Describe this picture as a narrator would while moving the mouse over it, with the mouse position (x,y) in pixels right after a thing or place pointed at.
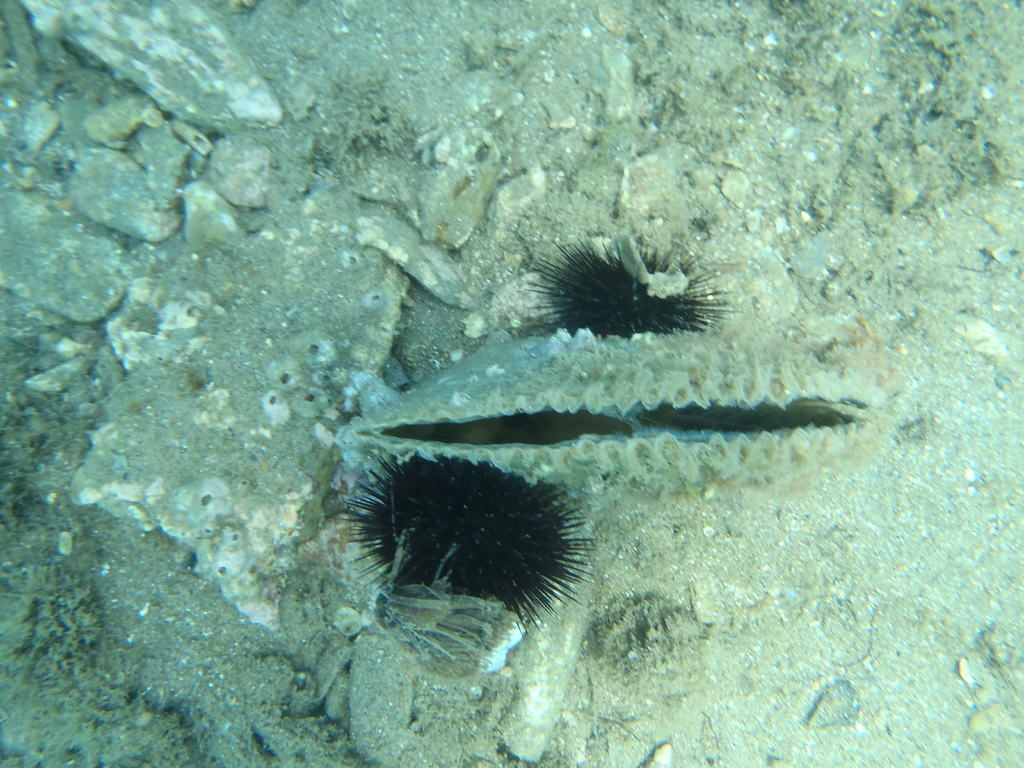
The picture is clicked inside the water (469,445). In this picture we can see some water animals (471,494), sand (716,157) and stones (288,408).
